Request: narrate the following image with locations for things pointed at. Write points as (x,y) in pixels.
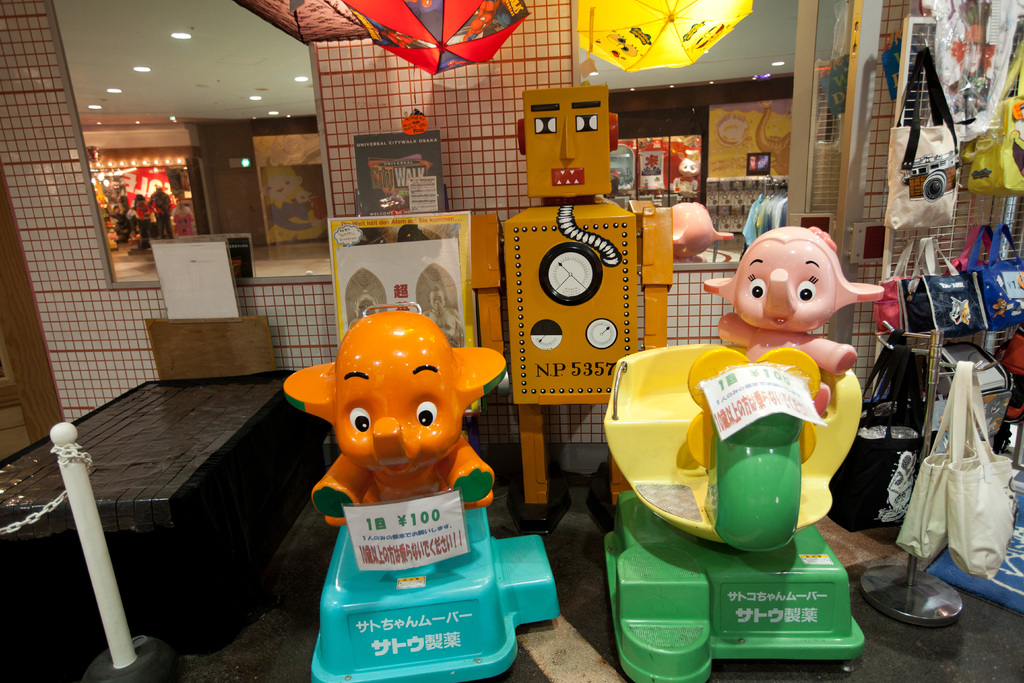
In this image I can see these are the two elephant toys (679,477). on the right side (1013,145) there are handbags (1013,145), at the back side (240,161) there are mirrors (279,171) in this image.
